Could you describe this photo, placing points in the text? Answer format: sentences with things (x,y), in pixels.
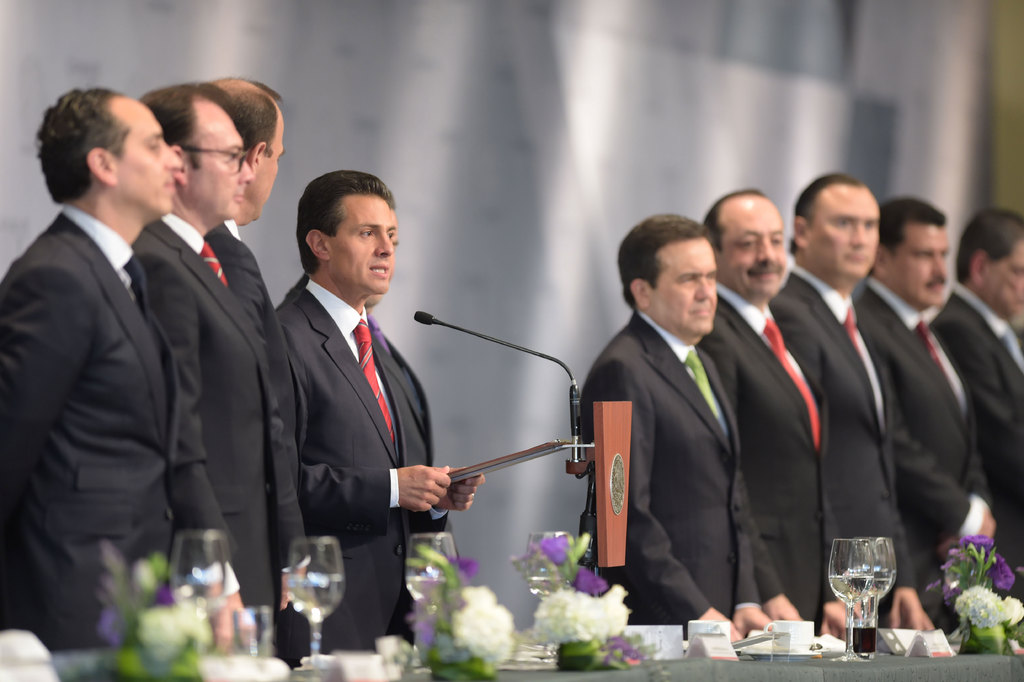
It is a conference. Group of men (127,329) are standing in front of the table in a row and the middle person (356,239) is speaking something through the mic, all of them are wearing blazer (164,365) and on the table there are many glasses (847,565) and flowers (618,625) and some papers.
